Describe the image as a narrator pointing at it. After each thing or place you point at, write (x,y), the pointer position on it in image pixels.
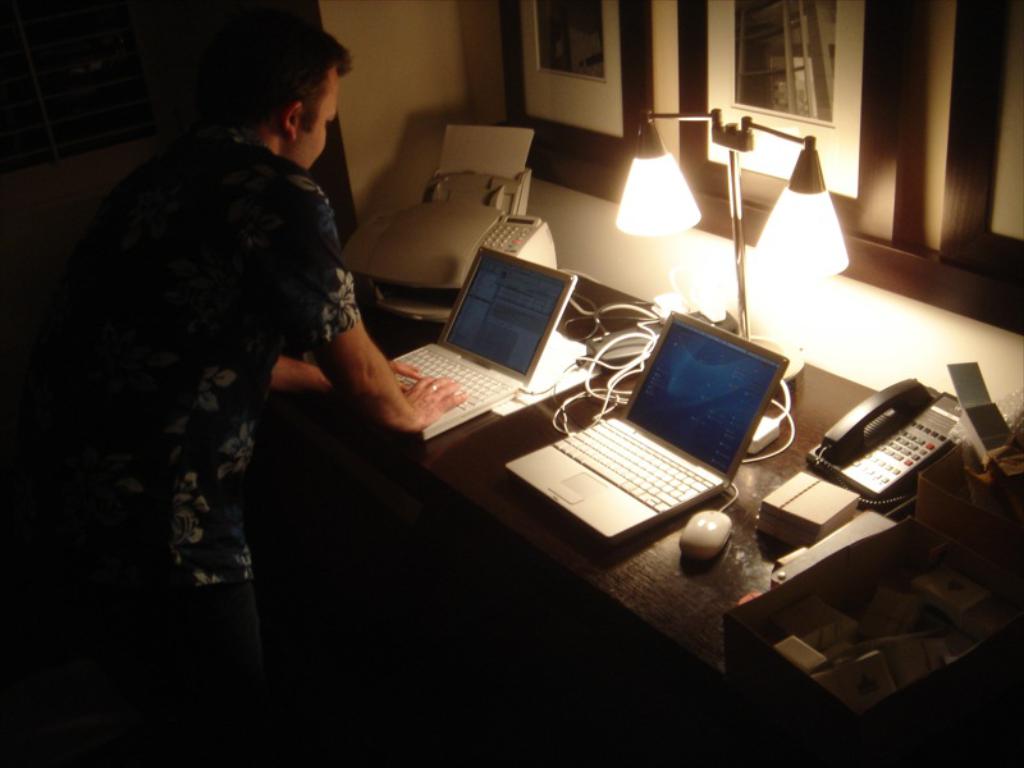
this picture shows a man (182,230) standing and we see couple of laptops (691,385) and a telephone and a printer (410,257) on the table (439,454).
